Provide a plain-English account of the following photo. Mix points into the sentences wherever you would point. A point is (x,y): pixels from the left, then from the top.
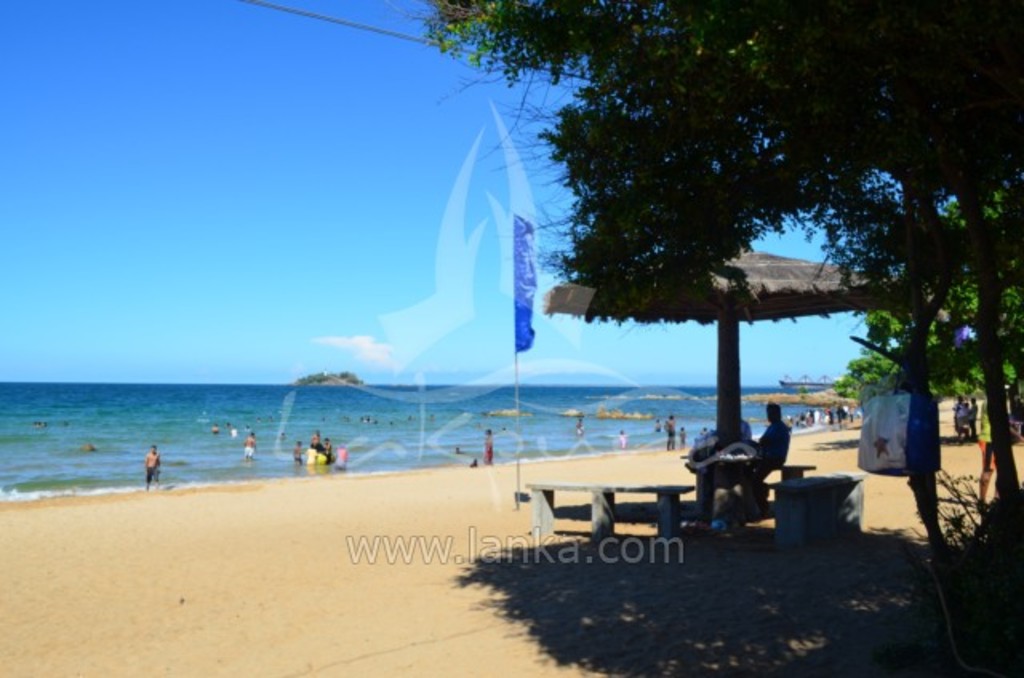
In this image in the center (656,302) there are empty benches (674,500) and there are persons (763,441) sitting and there is a tent (714,308). On the right side (950,353) there are trees (953,360) and there is a bag (896,427) hanging on a tree (919,476). In the background (431,420) there are persons (365,423) in the water (413,425) and there is an ocean (307,408) and there is a flag (524,327).
